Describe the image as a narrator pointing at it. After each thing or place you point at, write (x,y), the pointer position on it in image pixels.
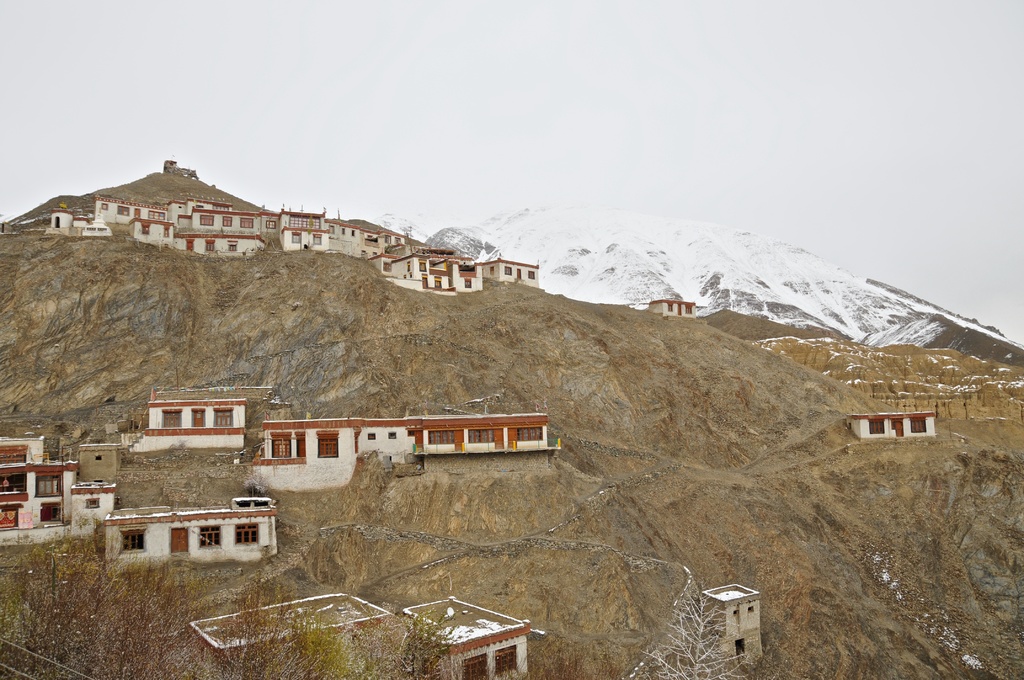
There are houses (61,461) on random places on a mountain (388,333). In the background (494,253) there is a snow mountain (749,256) and sky (475,114). On the left (174,639) at the bottom (173,628) we can see plants (169,633).
